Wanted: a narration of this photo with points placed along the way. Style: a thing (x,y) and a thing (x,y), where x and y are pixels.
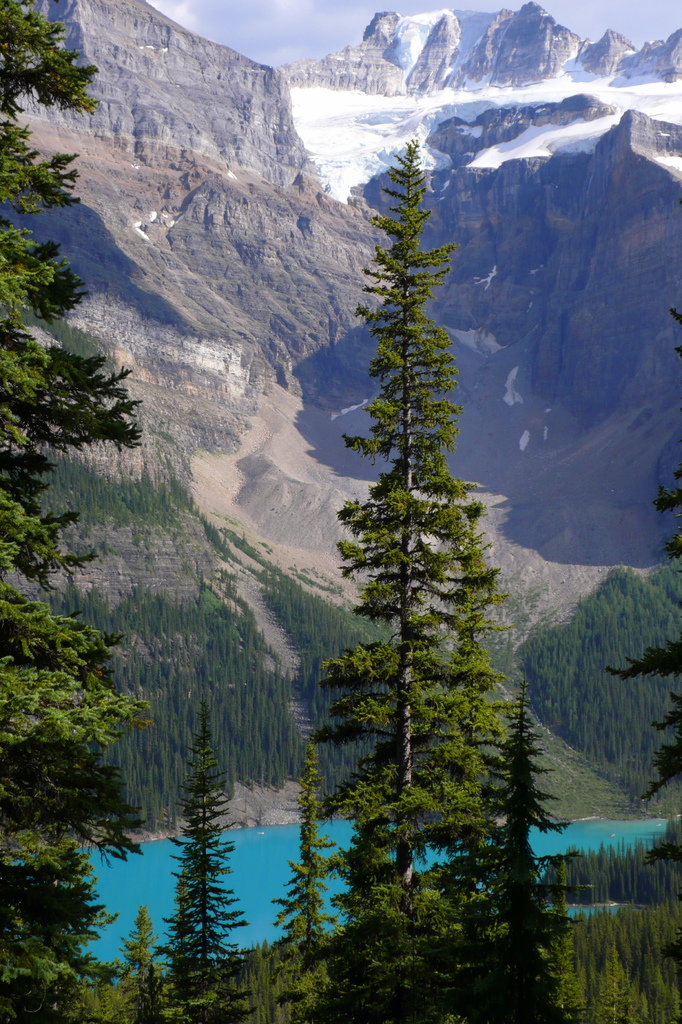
In this picture we can see trees (396,1009) here, at the bottom (255,871) there is water (271,839), in the background (283,277) we can see a mountain (348,112), there is the sky (262,15) at the top of the picture (262,15).
